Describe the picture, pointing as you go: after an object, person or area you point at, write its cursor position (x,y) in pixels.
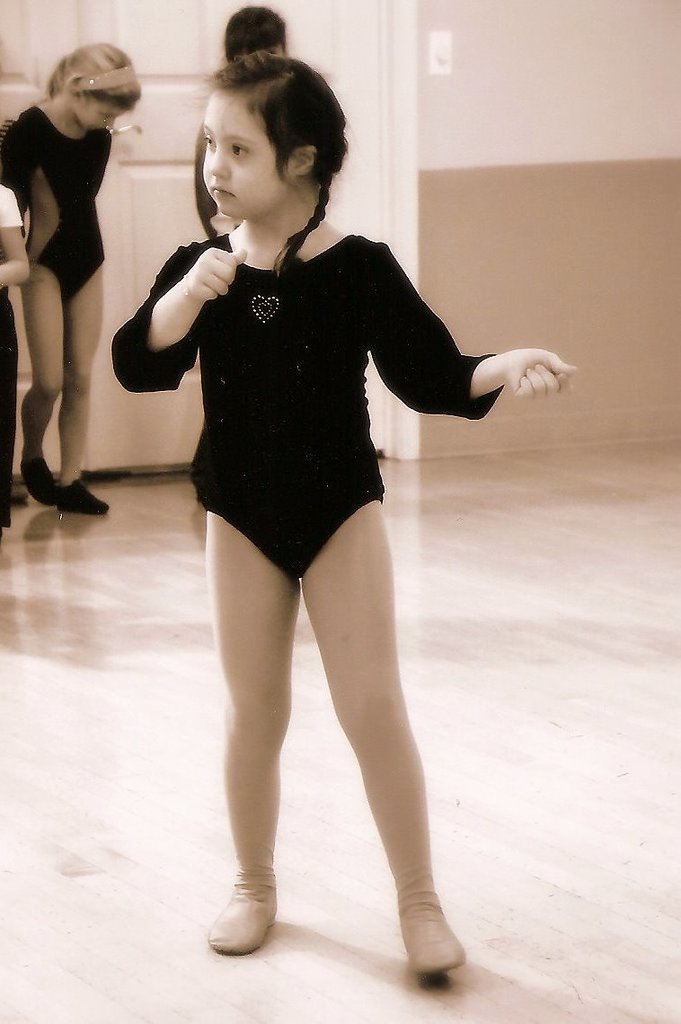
In the middle of this image (288,604), there is a girl (297,591) in a black color dress (297,286), doing a performance on a floor (365,894). In the background (279,30), there are three children (48,116), white color doors (164,41) and a wall (543,72).
